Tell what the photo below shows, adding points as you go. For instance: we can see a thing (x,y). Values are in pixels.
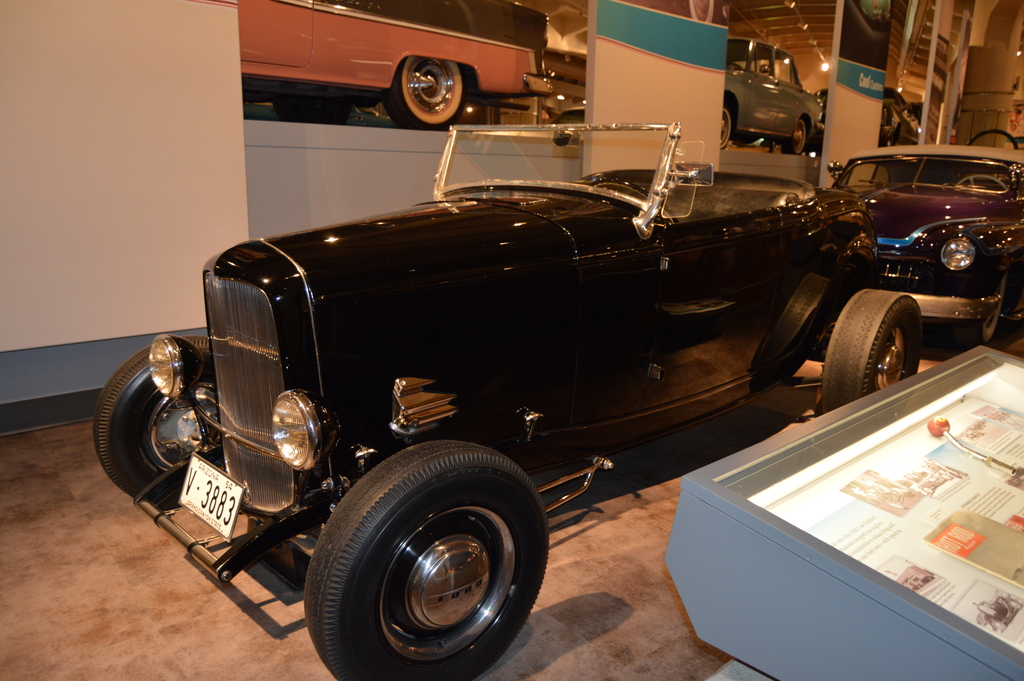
In this image in the foreground (520,353) there is a vehicle (549,340), and in the background (785,148) also there are some vehicles (979,173), boards (589,84), lights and objects (978,93). And at the bottom (179,588) there is floor (592,559), and in the bottom right hand corner (830,541) there is a box (805,608). On the box (916,459) there are some papers (891,515), books (953,550) and rod (986,457).
